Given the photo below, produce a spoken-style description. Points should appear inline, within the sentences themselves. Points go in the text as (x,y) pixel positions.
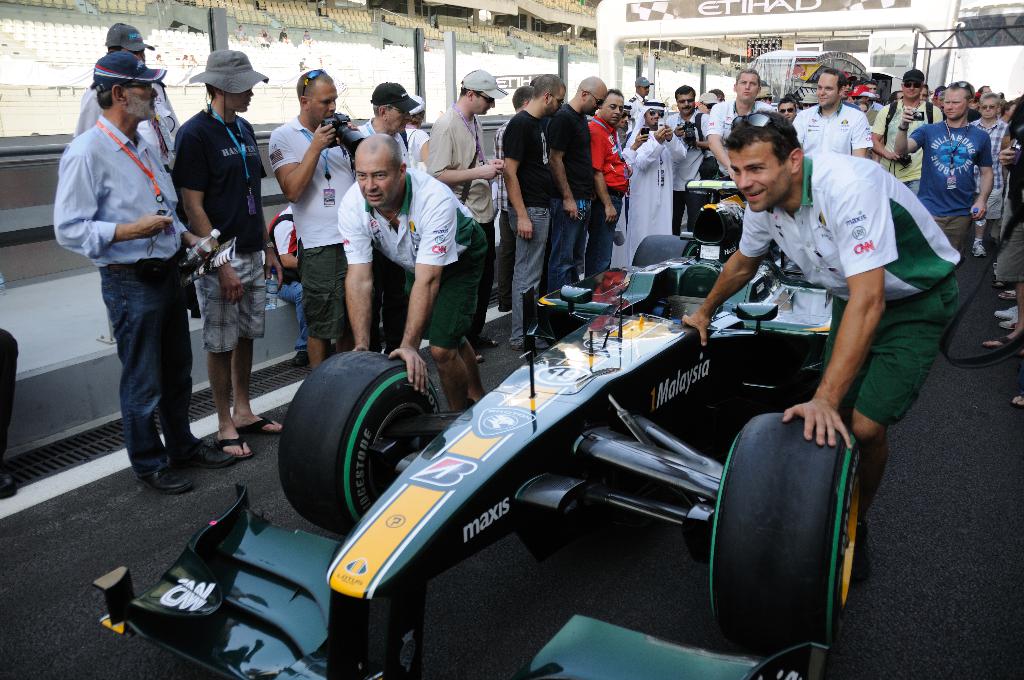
In the middle of the image (554,421) there is a race car (616,442) and two are pushing the car (703,287). And in the background (512,301) there are few people (516,167) standing and holding the mobiles (921,111) and cameras (921,111) in their hands (1010,153) and taking the picture. At the back of them there are many seats (441,38) in the ground (548,22) and also to the top of the image (676,17) there is a name board (720,12).
